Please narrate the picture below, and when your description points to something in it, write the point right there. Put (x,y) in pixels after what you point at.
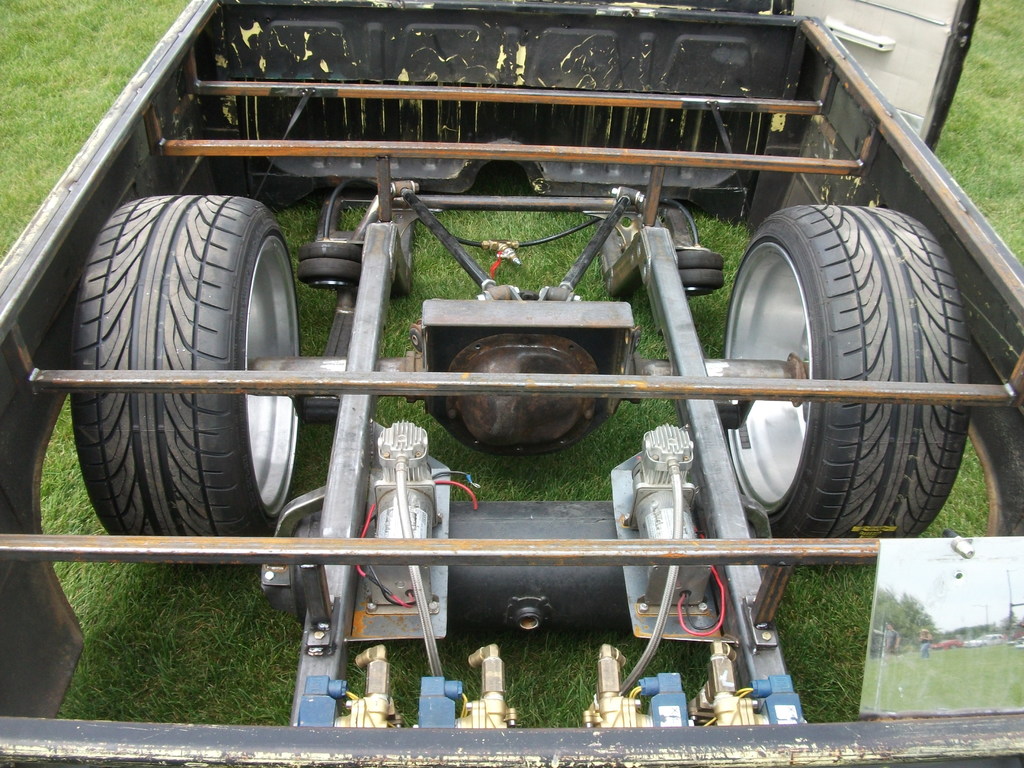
In this picture we can see a parts (404,748) of a vehicle (325,707). There are tires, iron rods (635,563) and other objects (330,159). We can see a sheet (872,705) on the right side (897,688). There are trees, vehicles (995,636) and person (928,656) is visible on this sheet (896,671). Some grass (845,682) is visible on the ground (814,704).
